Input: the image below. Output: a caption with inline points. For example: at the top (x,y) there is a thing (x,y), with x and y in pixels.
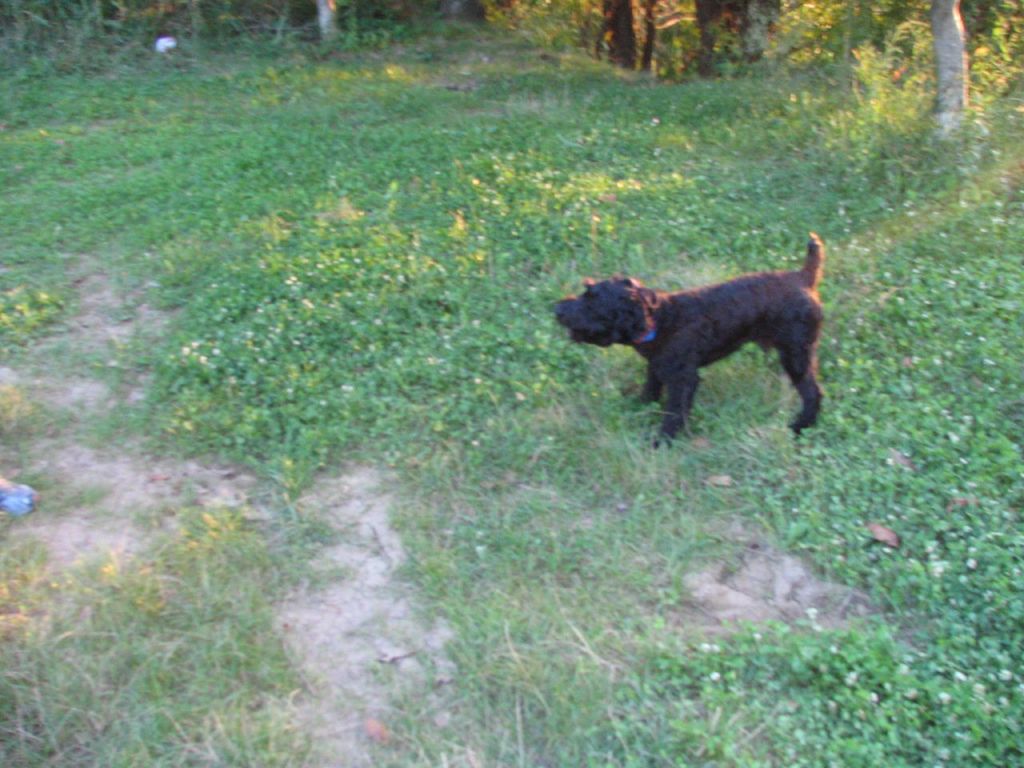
This is a dog (637,326) standing, which is black in color. I can see the grass (544,376). In the background (865,39), these look like the trees (859,30).
